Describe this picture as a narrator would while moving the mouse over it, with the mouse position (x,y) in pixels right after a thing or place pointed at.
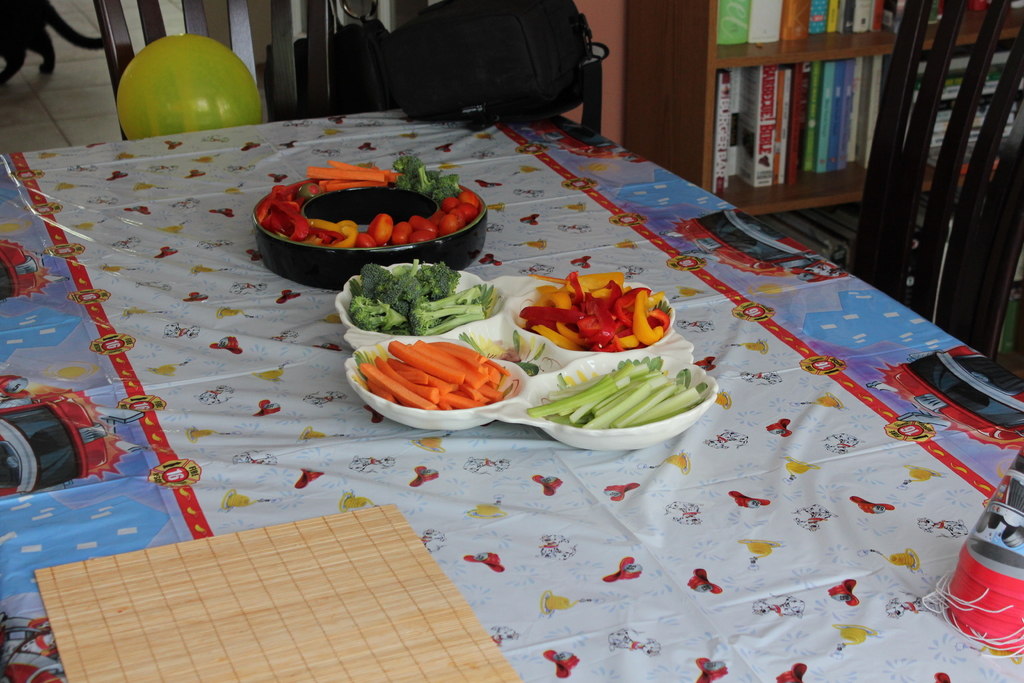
This Picture describe about the photograph of the vegetables (383,214) like carrot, tomato (420,221), broccoli (365,312) etc. on the dining table (340,437), beside we can see the chair (896,98) and black bag (524,78) on the top of the table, Wooden rack (708,42) with books (809,111) and yellow balloon (196,116) on the chair (242,49), ON the floor (56,60) we can see the black color cat (34,25).
